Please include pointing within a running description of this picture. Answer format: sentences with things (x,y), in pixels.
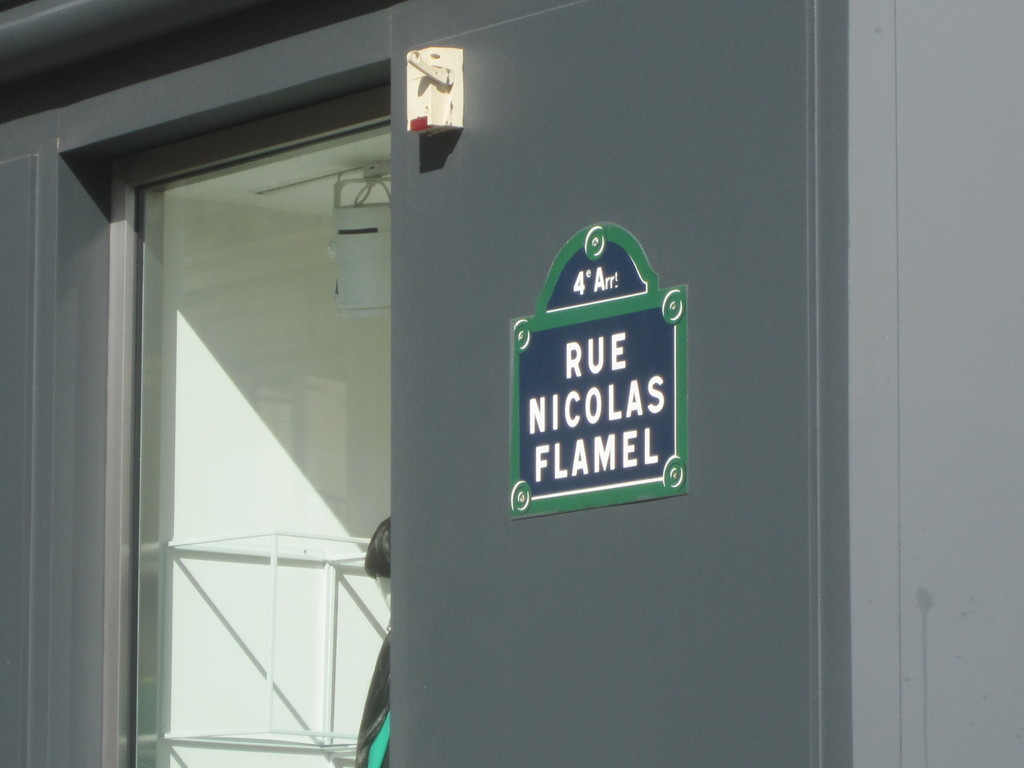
In the image there is a grey color wall (364,66) and there is some text (571,396) on a board (568,394) in front of the wall (494,380) and there is some glass (354,308) in between the wall (78,763).
